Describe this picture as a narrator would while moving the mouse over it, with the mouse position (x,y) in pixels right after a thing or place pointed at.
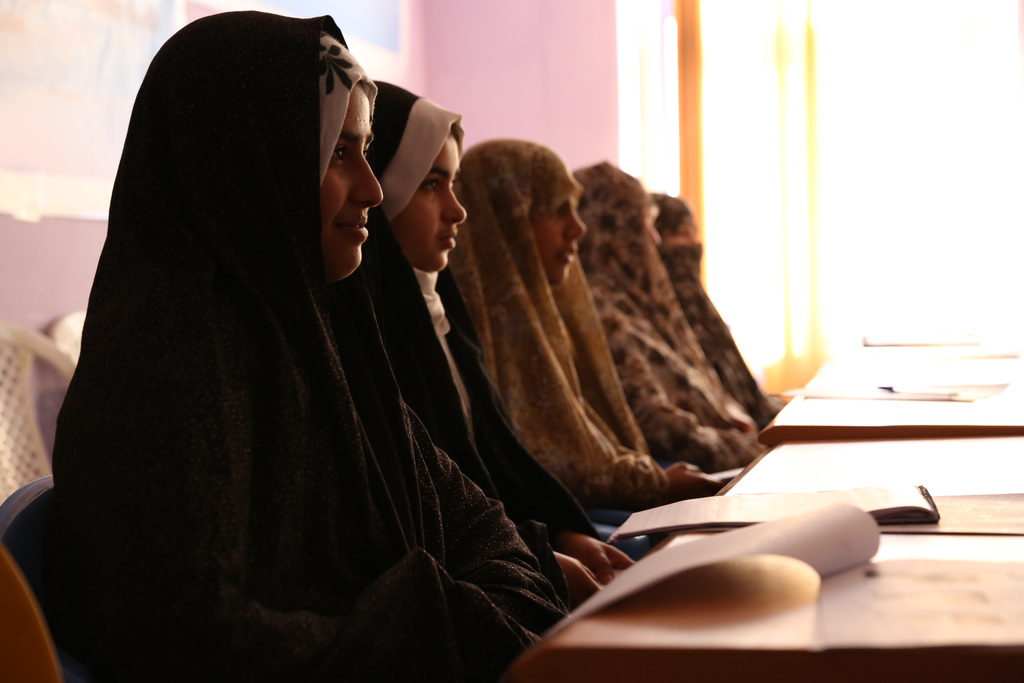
In this picture we can see some persons (163,439) are sitting on the chairs (30,612). This is the table (941,538). On the table (941,544) there is a book (905,504). And on the background (24,299) there is a wall (23,239).
